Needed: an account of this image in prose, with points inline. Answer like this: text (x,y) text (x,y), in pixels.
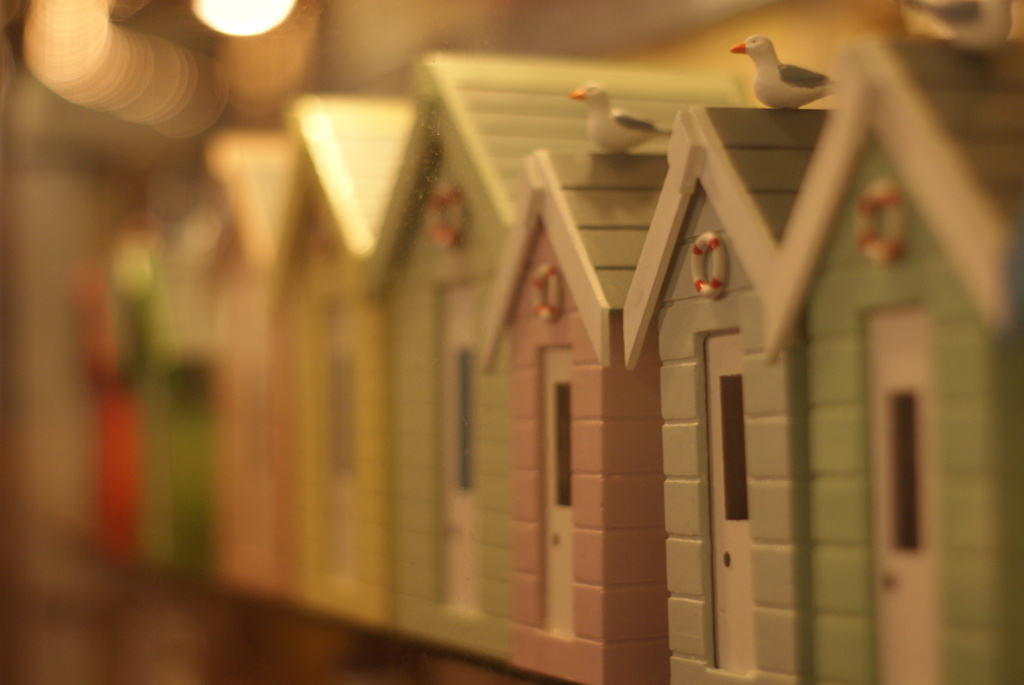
In this picture I can see toy wooden shelters (681,333).
